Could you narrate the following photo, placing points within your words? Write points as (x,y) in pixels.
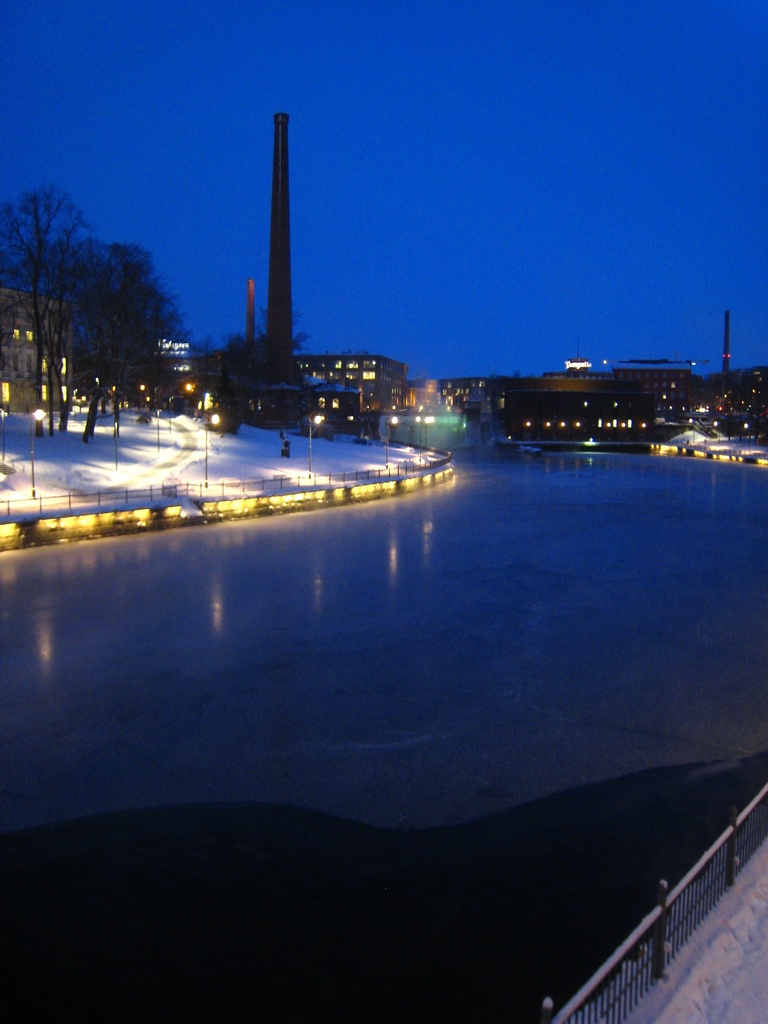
In this image I can see few buildings (174,383), light poles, trees (157,322), fencing (656,971), water (339,919) and the sky (527,145) is in blue color.
